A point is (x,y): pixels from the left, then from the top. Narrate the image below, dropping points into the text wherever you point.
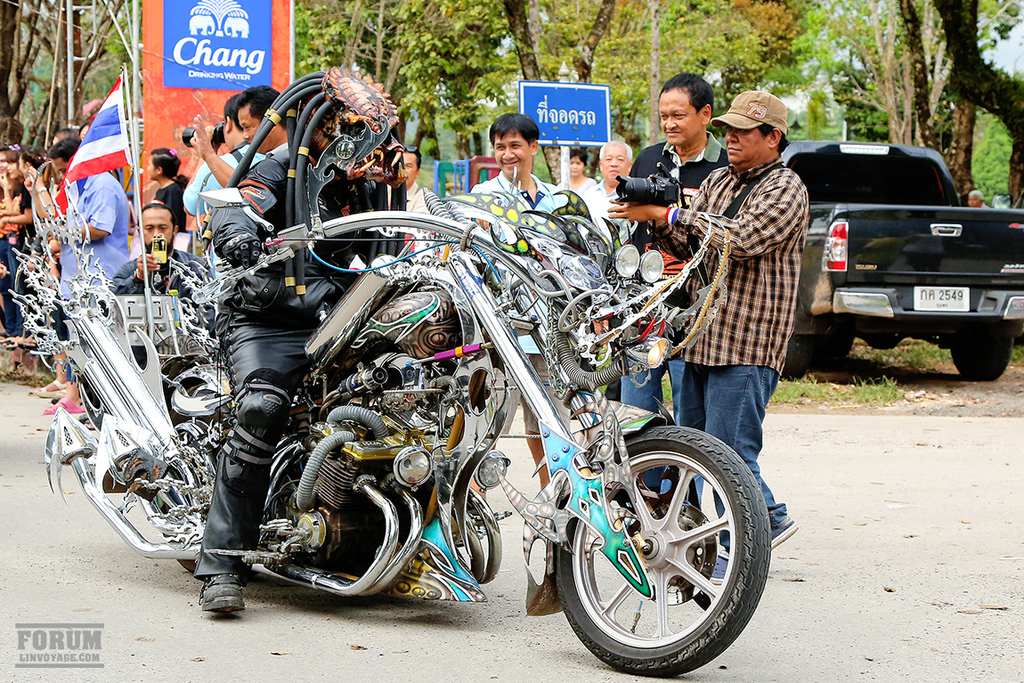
This is the picture where we have a vehicle (446,272) and a person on it in the dragon shape (146,332) and behind him there is a car (786,160), some people (756,119) and some plants (617,110).
